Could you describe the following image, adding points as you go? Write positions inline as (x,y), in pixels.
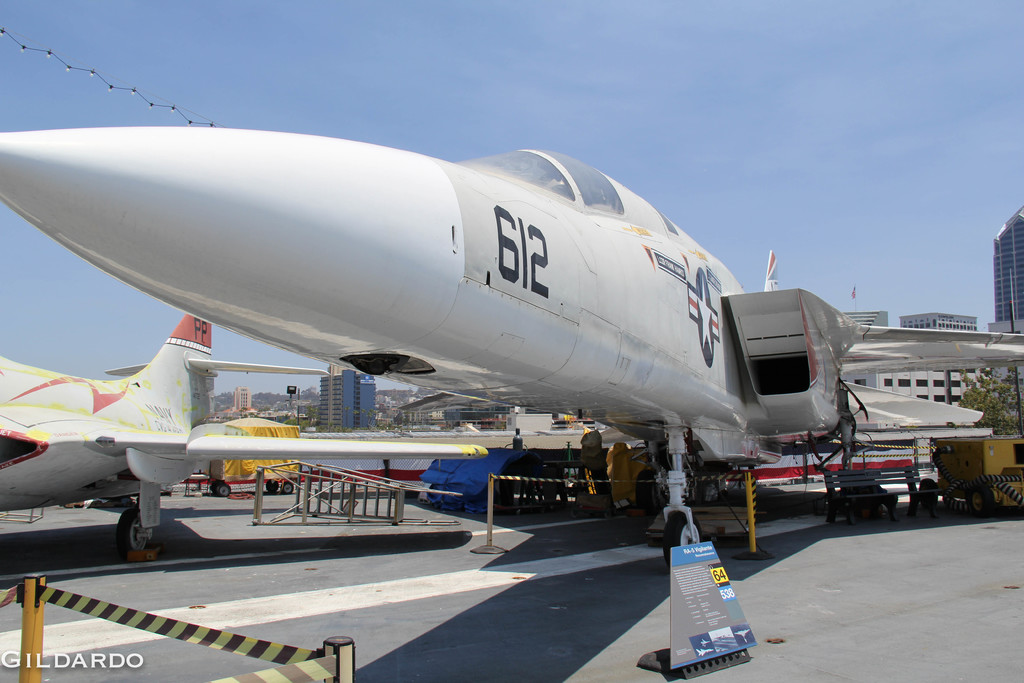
In this picture I can see few air crafts (622,396), there is the queue manager (23,647) and the watermark (82,652) in the bottom left hand side (28,666). In the background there are trees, at the bottom (710,611) there is a board (710,611), at the top (641,128) I can see the sky (598,128).
